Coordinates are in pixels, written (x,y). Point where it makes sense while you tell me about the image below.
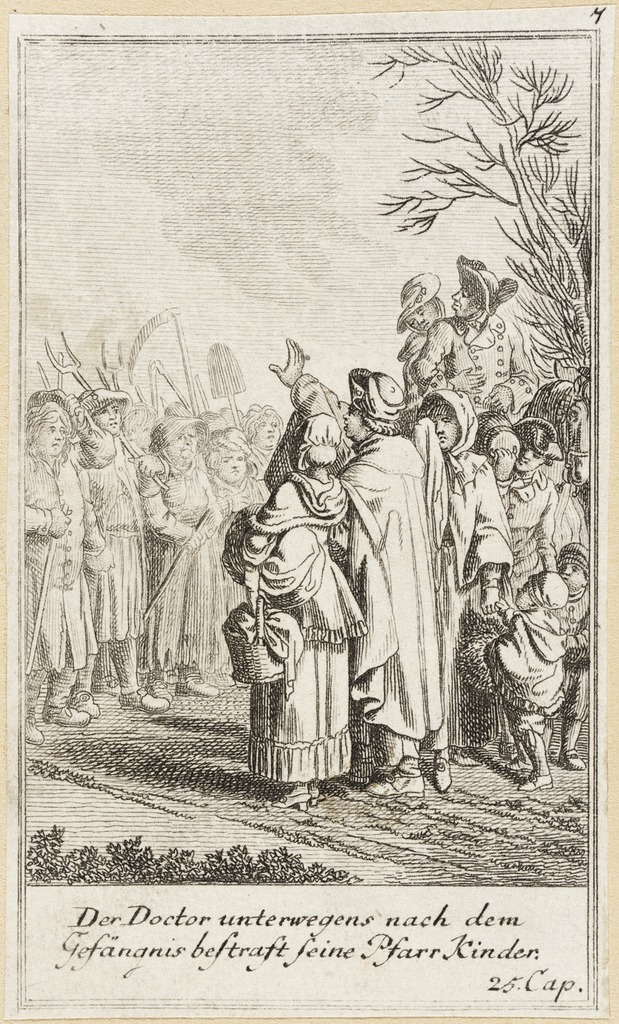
In this picture there are few persons (246,499) standing and holding an object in their hands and there is something written below the picture.
